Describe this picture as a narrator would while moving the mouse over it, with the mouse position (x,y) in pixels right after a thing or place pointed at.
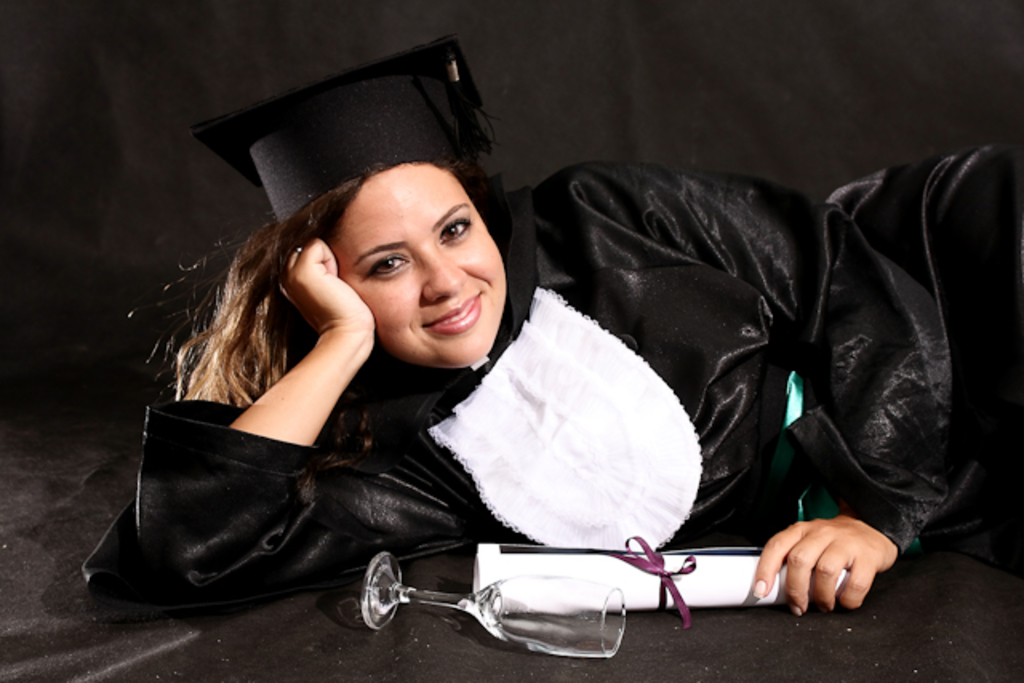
In this image we can see a person (791,369) wearing the costume (791,369). A person (802,358) is lying on the ground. There is an object (696,586) in the image. There is a drinking glass (541,646) in the image.
